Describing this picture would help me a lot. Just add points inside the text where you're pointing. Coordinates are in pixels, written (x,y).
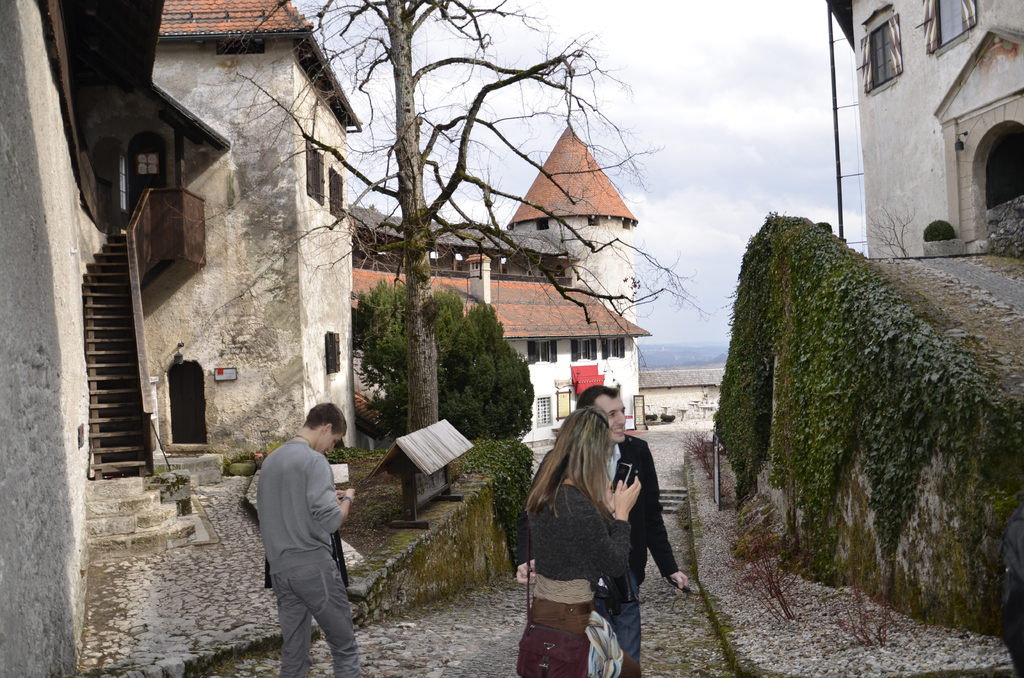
In this image we can see three persons (629,677) are standing on the road (656,590). Here we can see buildings (336,189), plants (910,323), bare tree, pole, staircase (111,376), walls (265,422), and few objects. In the background (706,37) there is sky (607,70) with clouds (790,206).
